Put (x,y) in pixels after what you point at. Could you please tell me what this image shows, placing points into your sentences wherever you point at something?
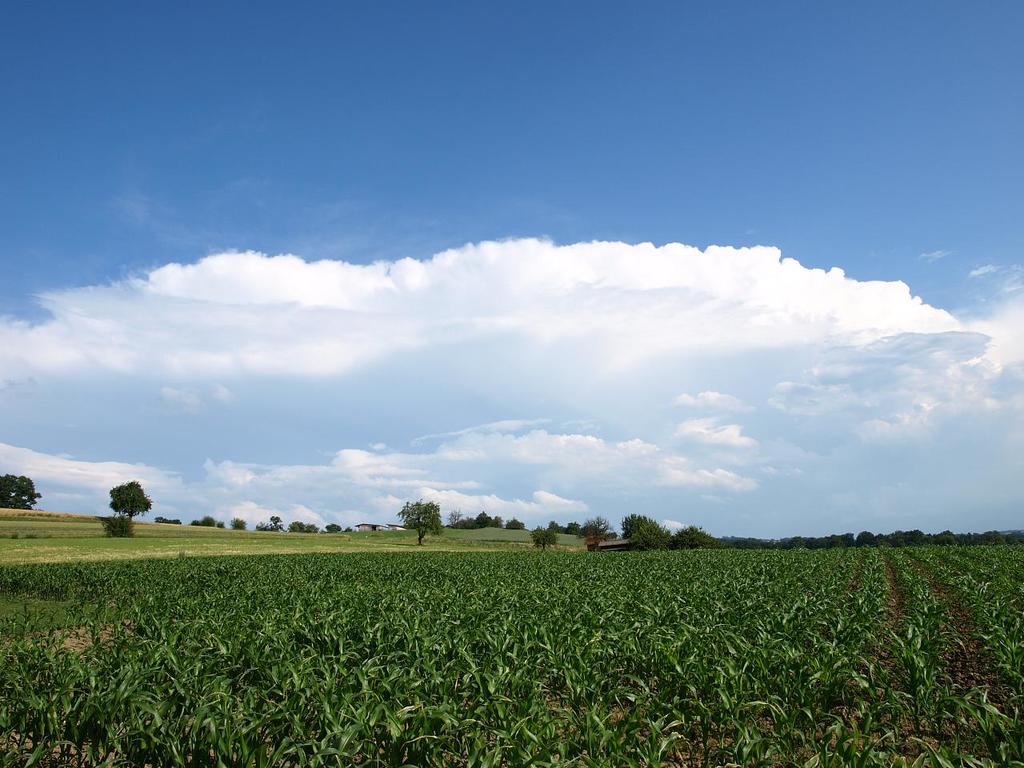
In this image I see the plants (430,612) and I see the green grass (307,552) over here and I see number of trees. In the background (408,488) I see the sky (460,226) which is of white and blue in color.
